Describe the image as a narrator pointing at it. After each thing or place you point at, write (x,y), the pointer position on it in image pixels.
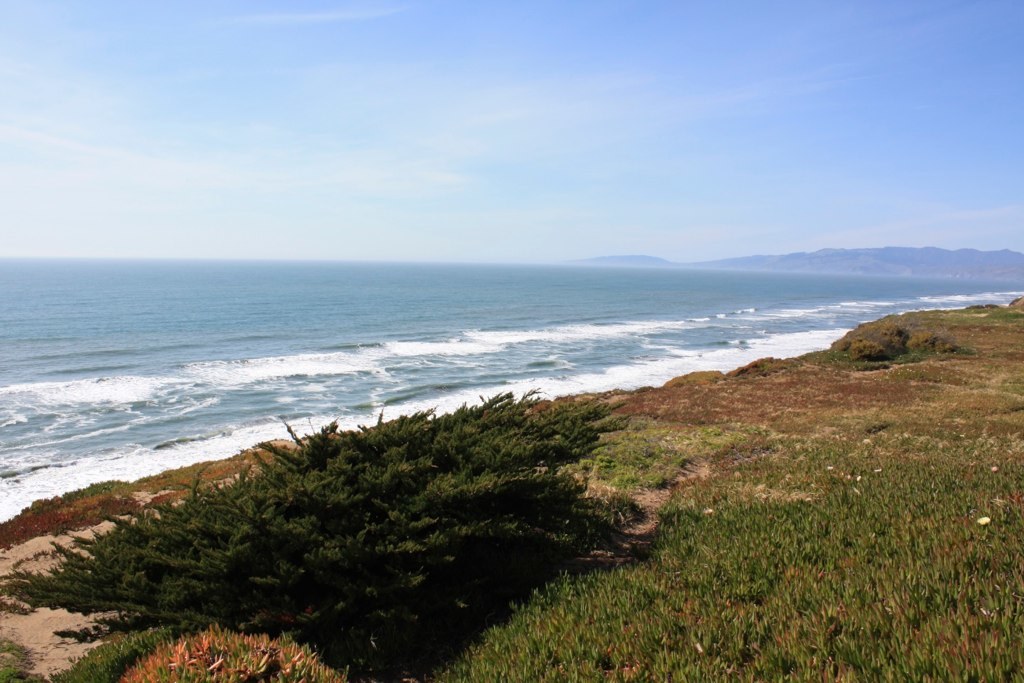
In this image there is the sky (424,119), there are mountains (874,254) truncated towards the right of the image (983,253), there is the sea (451,358), there are plants (311,482), there is grass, there is plant (238,650) truncated towards the bottom of the image (204,650), there is grass (766,636) truncated towards the bottom of the image (805,601).
